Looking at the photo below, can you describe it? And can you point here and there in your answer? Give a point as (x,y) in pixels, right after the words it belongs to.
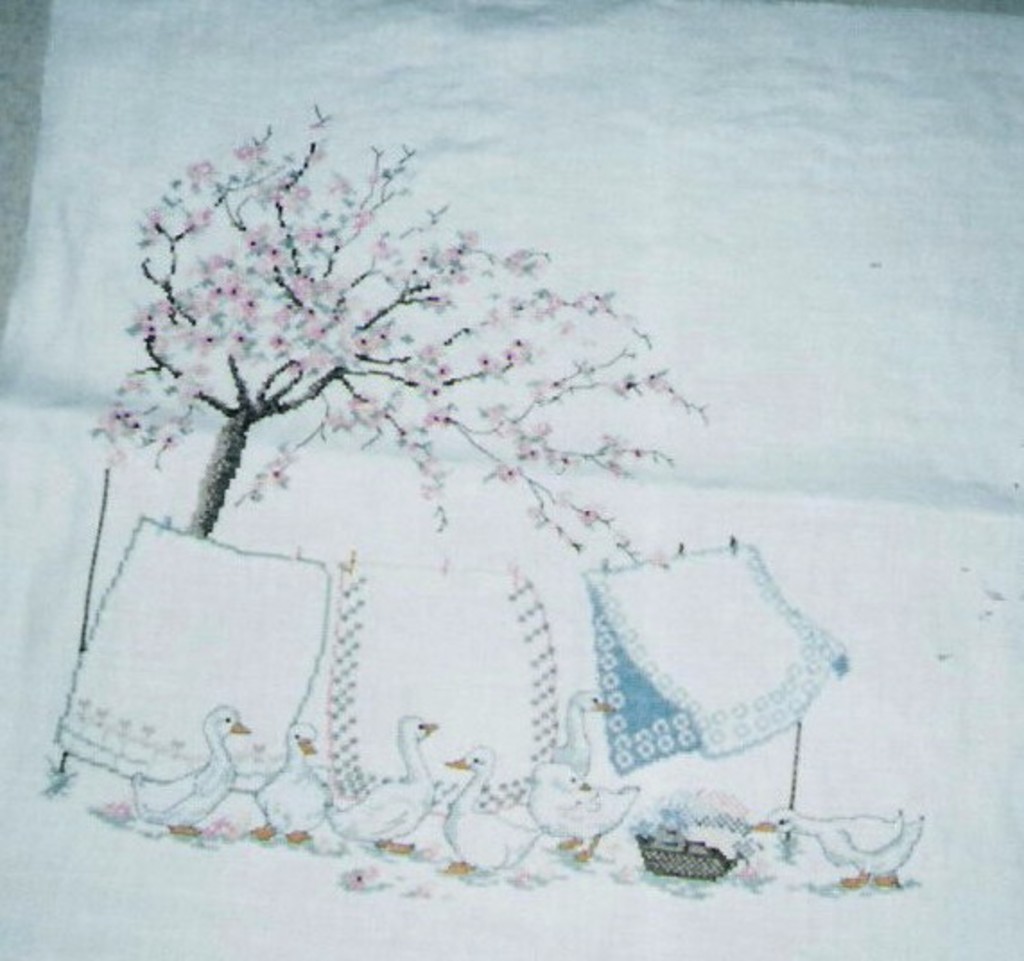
In this picture I can see embroidery (275,314) on the cloth (555,287) I can see a tree (309,426) and few clothes (475,698) and ducks (273,789) and a basket (662,862).
